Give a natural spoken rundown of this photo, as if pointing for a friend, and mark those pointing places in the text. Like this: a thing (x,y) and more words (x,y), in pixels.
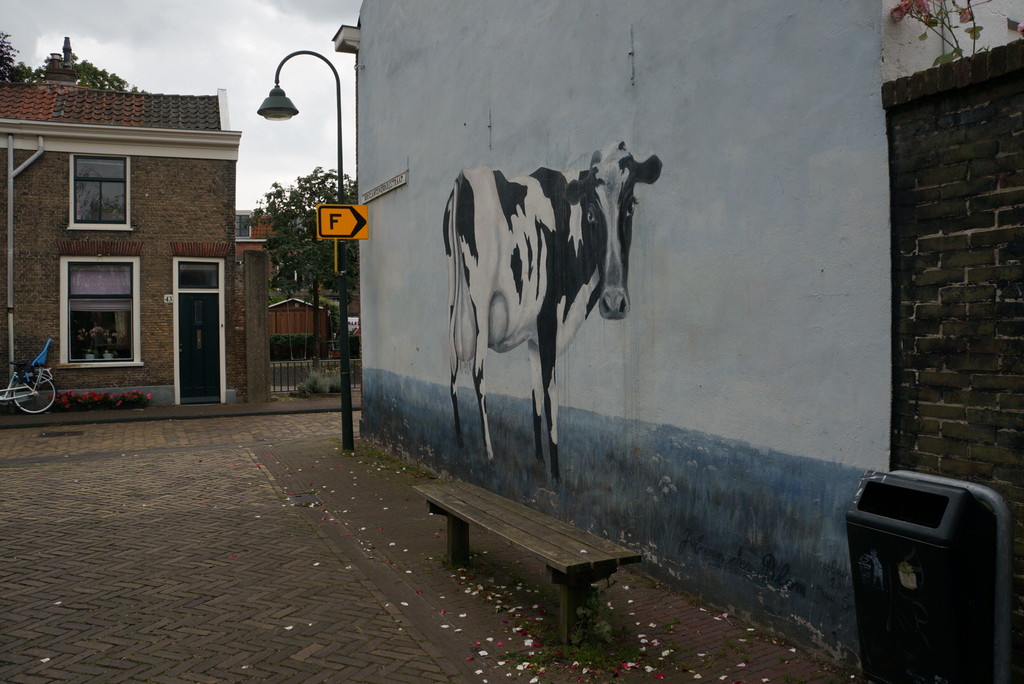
In this picture there is a painting (506,226) of a cow (560,253) on the wall (609,121). There is a bench (577,532) in front of the wall (481,481). In the background (270,233) we can observe some trees (281,236), building (158,239) and a sky (152,48) along with clouds (175,49) here. In front of the building (420,152) there is a street light pole (282,93).
